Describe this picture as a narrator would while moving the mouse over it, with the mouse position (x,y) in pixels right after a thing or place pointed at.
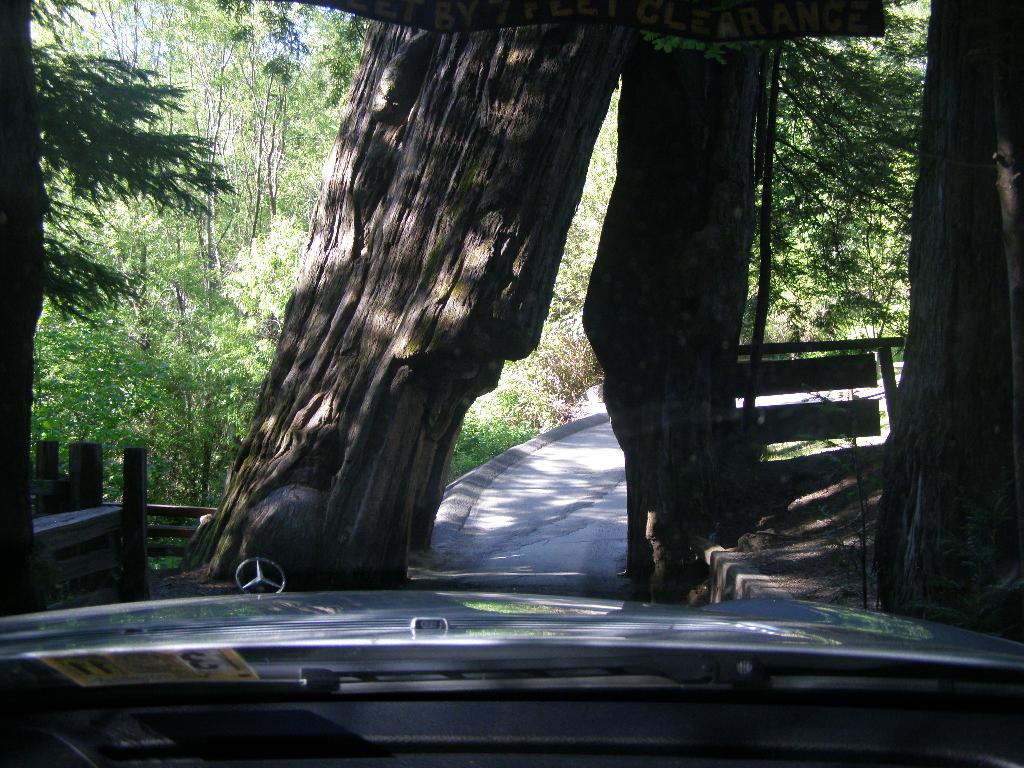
At the bottom of the picture (452,665), we see a car (560,726) which is moving on the road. In front of the car (314,712), we see the stem (519,319) of the tree (419,450). Beside that, there is a wooden railing (117,507). In the background (235,213), there are trees (273,184).
